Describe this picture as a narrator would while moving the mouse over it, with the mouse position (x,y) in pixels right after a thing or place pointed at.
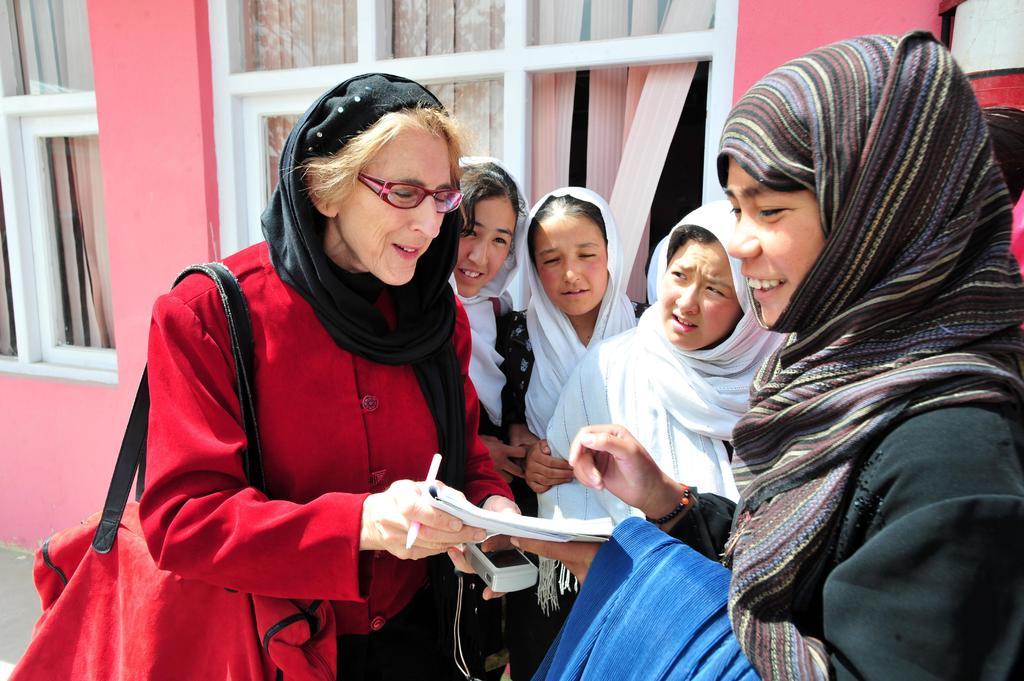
In this picture I can see an old woman (339,386) is holding the book (456,512) and talking, she wore red color coat (304,429) and a hand bag (112,538). On the right side (833,135) there is a woman (831,407) laughing, she wore black color dress (880,508). In the middle (500,368) three women (594,379) are there, they wore white color clothes (608,300). Behind them there are glass windows (526,116) with curtains (557,109).
